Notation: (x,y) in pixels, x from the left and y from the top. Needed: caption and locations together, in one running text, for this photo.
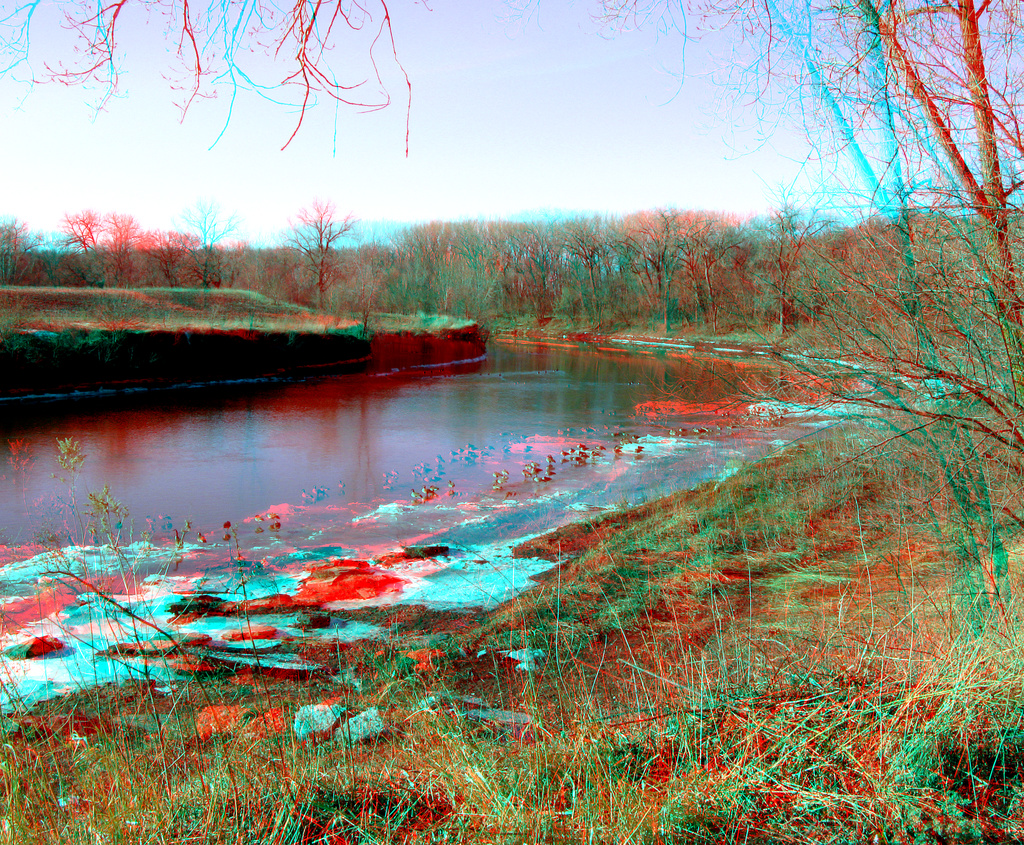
In this image, we can see a lake (413,471) and in the background (435,295), there are trees (766,322).
